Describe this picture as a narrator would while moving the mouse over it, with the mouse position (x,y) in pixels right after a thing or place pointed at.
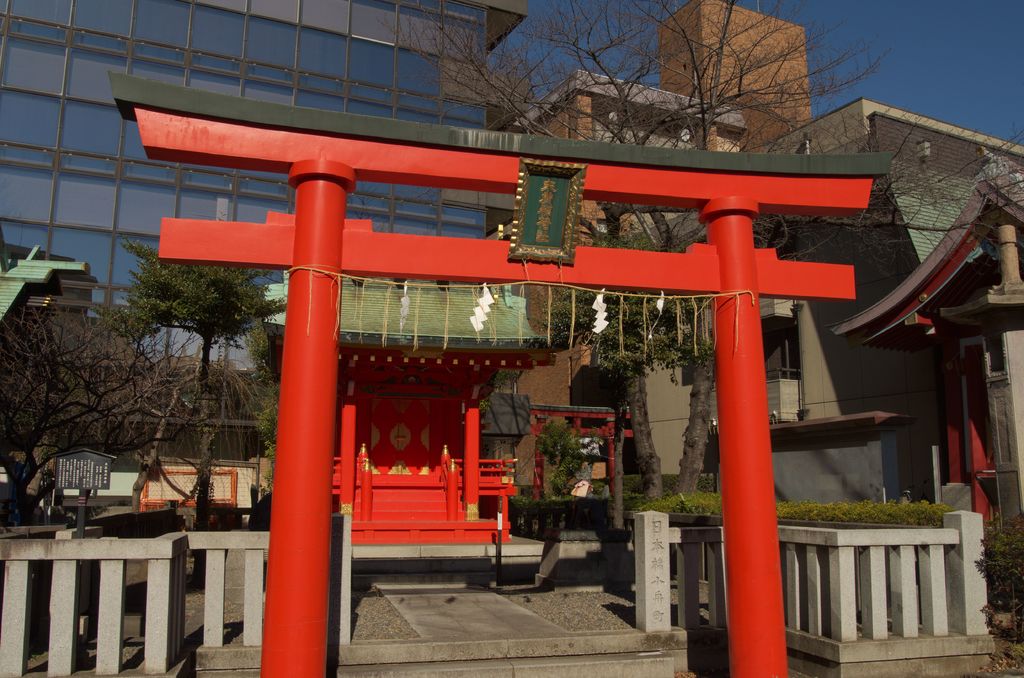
In this image, we can see an arch (619,271) and decorative objects (404,290). At the bottom (126,551), we can see railings (126,551), stairs (456,657) and walkway (491,617). Background (490,576) there are few trees (559,463), buildings (387,476), walls (66,502), glass objects (66,212), railings (453,511), stairs (405,494), plants (574,472) and a few things (571,514). On the right side (968,72) background (942,83), we can see the sky (946,50).
